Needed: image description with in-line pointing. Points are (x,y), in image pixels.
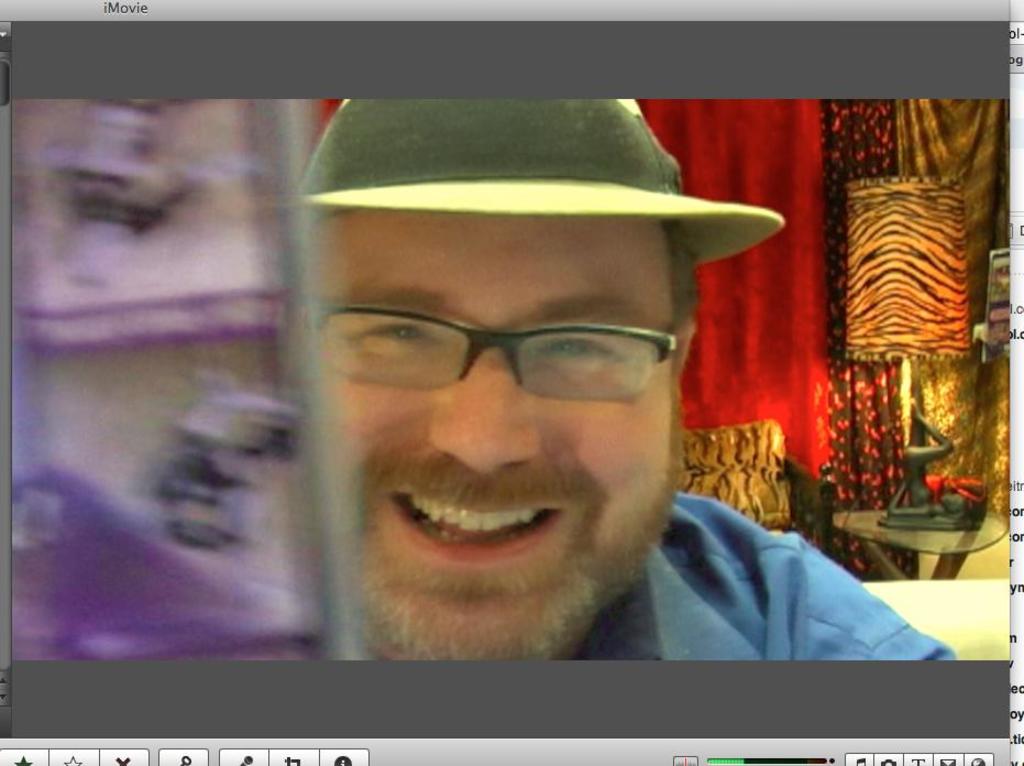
In this image I can see the monitor screen (490,502) in which I can see a person (578,482) wearing blue colored dress (727,641) and green colored hat (515,190) is smiling. In the background (939,257) I can see a lamp (900,293) and the curtain (782,163) which is red, black and gold in color.
